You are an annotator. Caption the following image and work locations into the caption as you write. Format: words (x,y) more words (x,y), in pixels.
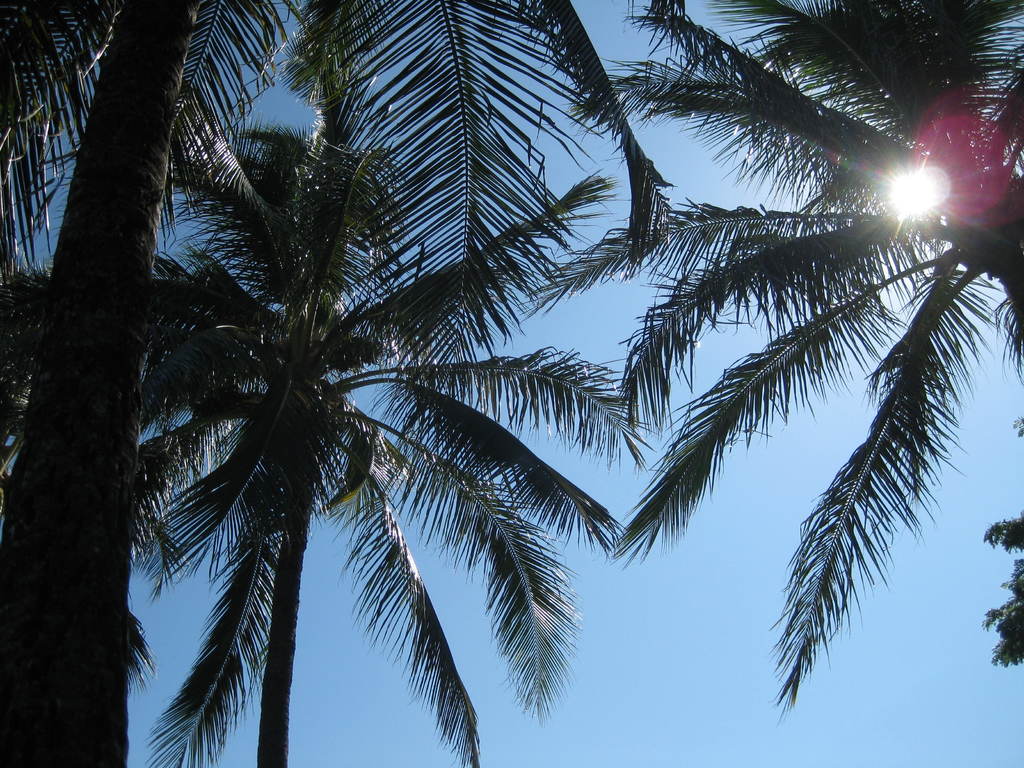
In this image, there is an outside view. In the foreground (130,500), there are some trees (354,219). In the background (657,604), there is a sky (620,569).
